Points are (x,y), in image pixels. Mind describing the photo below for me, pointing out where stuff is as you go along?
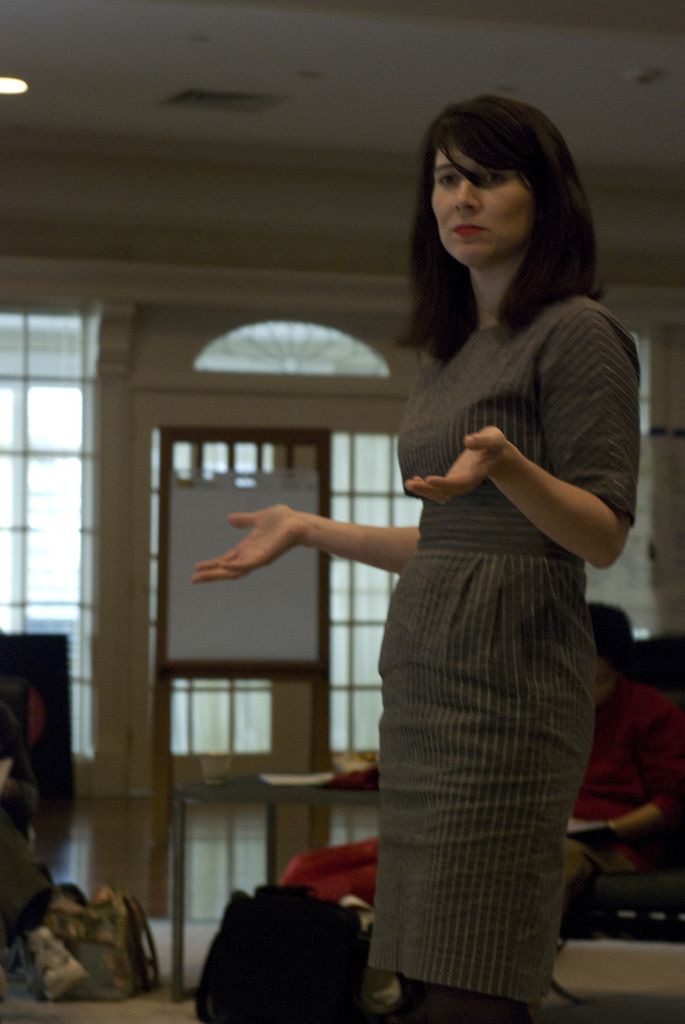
In this image we can see a woman (567,586) with long hair (548,302) wearing a dress (517,676) is standing on the floor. In the background (313,912), we can see a table (307,791), group of bags (217,940) placed on the floor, a person (612,789) sitting on the chair (650,875) and windows (81,541).
